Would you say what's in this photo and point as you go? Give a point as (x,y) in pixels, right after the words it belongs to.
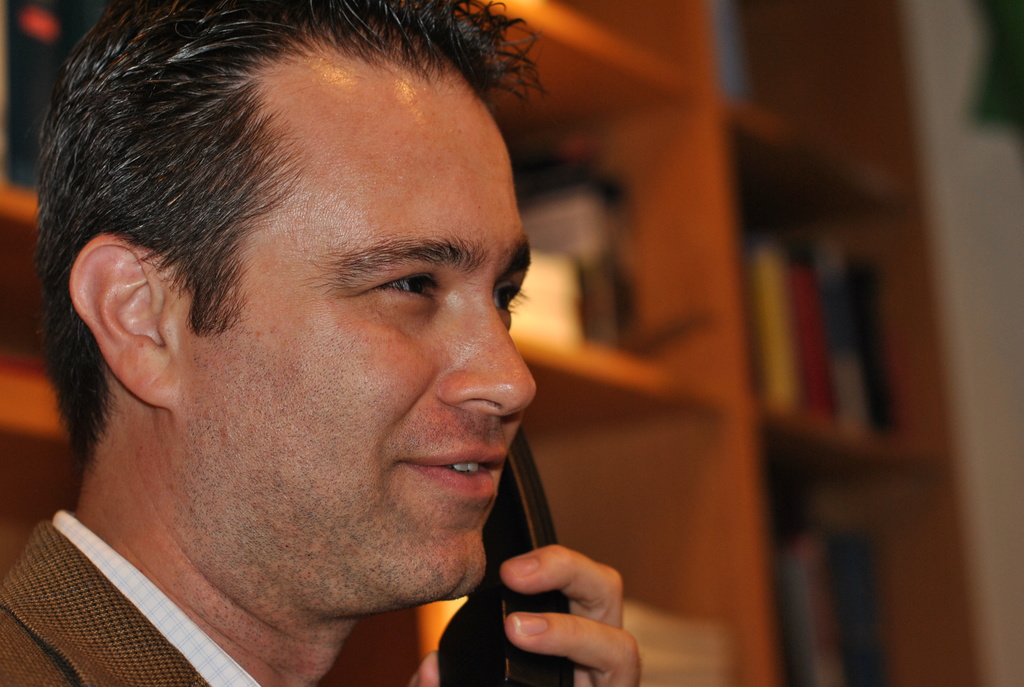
In this image we can see a person (254,522) holding a telephone (510,549). Behind the person (464,431) we can see few objects (597,292) in the racks (652,505). The background of the image (831,414) is blurred.
